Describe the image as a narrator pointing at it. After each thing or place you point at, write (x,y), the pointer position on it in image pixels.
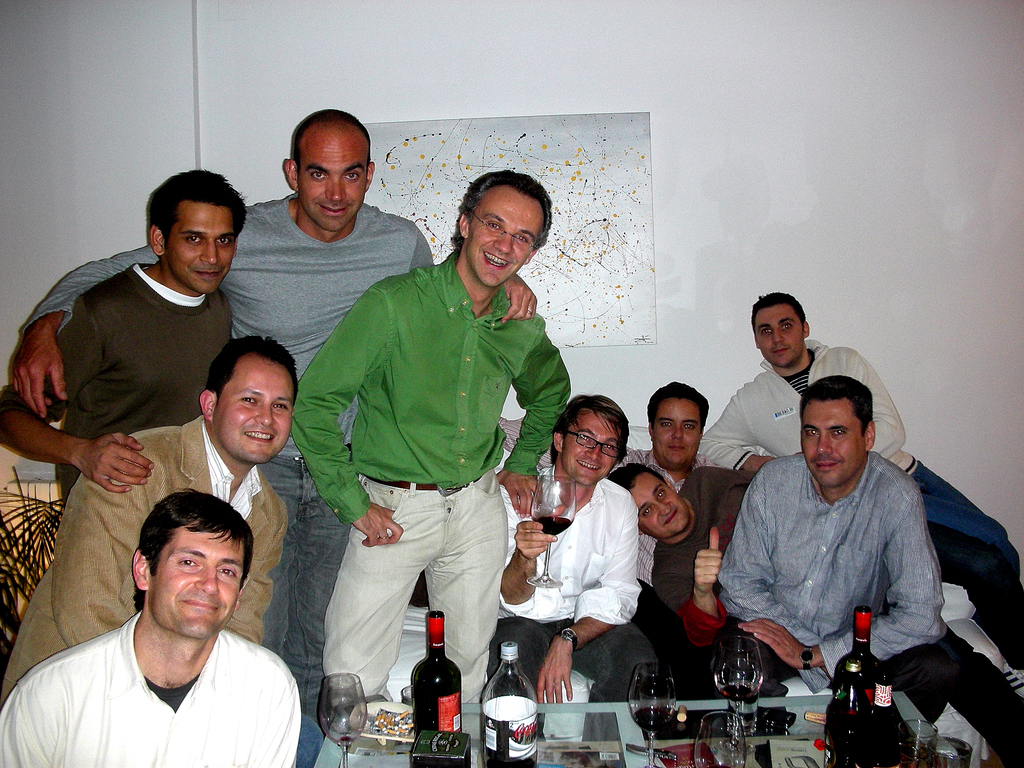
In this picture I can see there are a group of people (438,382) standing here and there are some of them sitting here in the couch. There is a table (810,697) and there are some beer bottle (856,699) and wine glasses (667,710) and there is a photo frame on the wall (252,106) in the backdrop (615,238).
